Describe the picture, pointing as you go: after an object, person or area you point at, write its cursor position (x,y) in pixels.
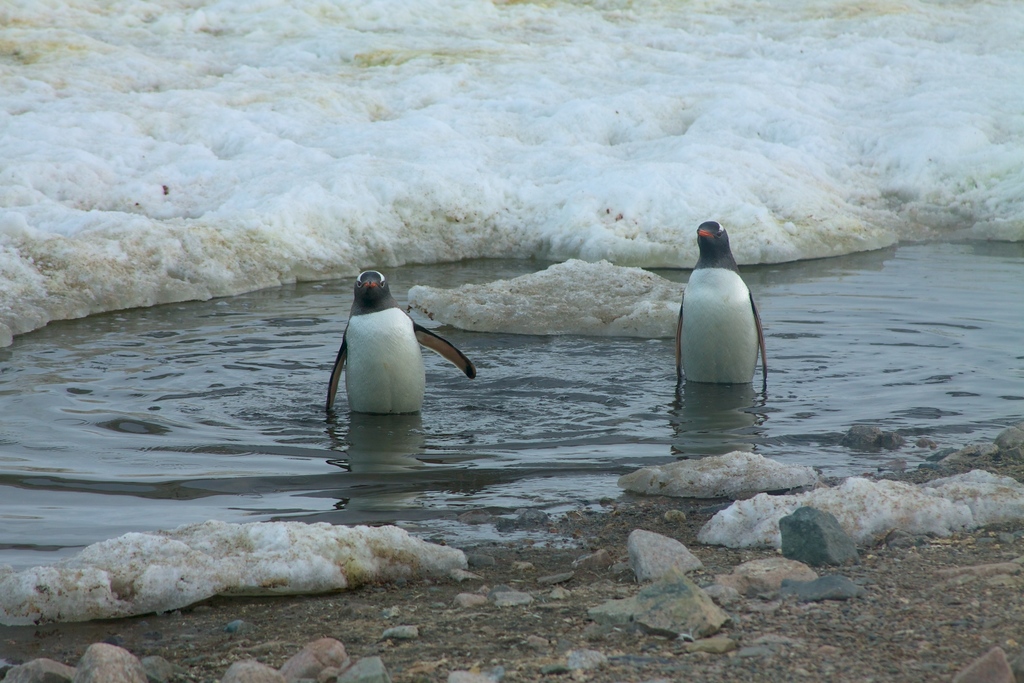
We can see there are two penguins (353,354) in the water (417,431), and there is a snow (475,171) in the background (358,207). There are some stones (584,667) on the ground (521,594) as we can see at the bottom of this image (553,611).
